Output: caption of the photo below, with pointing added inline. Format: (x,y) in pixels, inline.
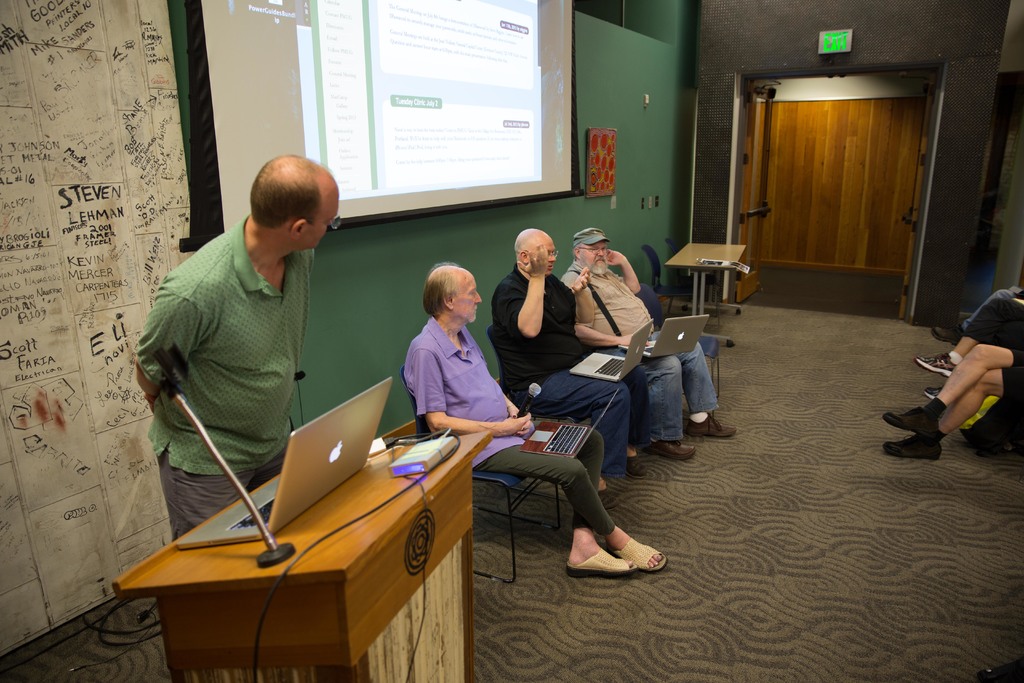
there are some people (545,472) sitting on a chair (646,284) operating a laptop (681,323) and there is the other person (206,361) standing behind the table (209,560) is staring at them and there is a projector screen (240,34) hanging from the top and there is a door (935,73) open to the access.
